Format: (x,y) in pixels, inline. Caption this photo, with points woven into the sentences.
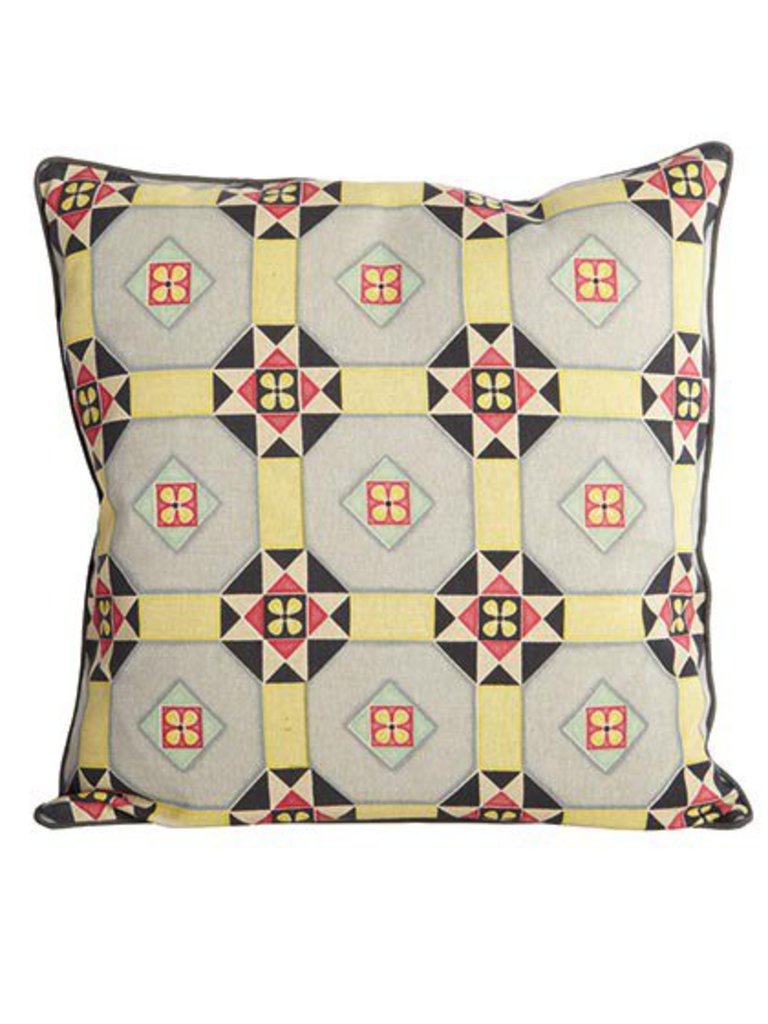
In this picture there is a pillow (407,511) which has few designs (381,493) on it.
